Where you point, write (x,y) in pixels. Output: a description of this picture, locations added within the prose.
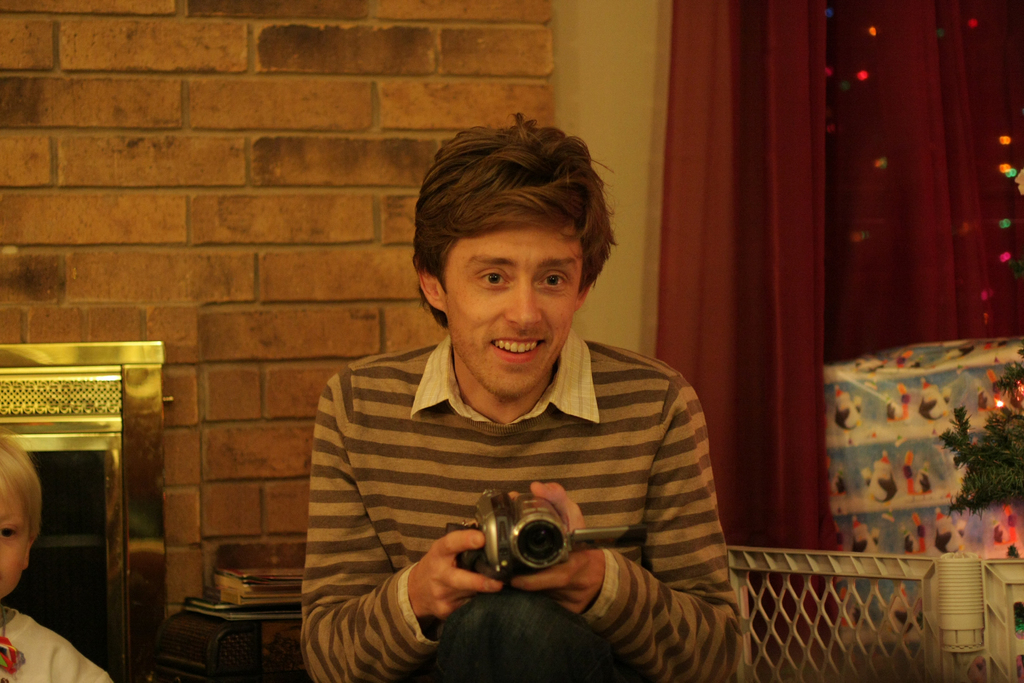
In this image i can see man (570,371) holding camera (552,516) at the left (82,656) i can see a child (66,662) at the back ground (196,394) there is a wall (301,253), a curtain (925,262) and a tree (990,425).
